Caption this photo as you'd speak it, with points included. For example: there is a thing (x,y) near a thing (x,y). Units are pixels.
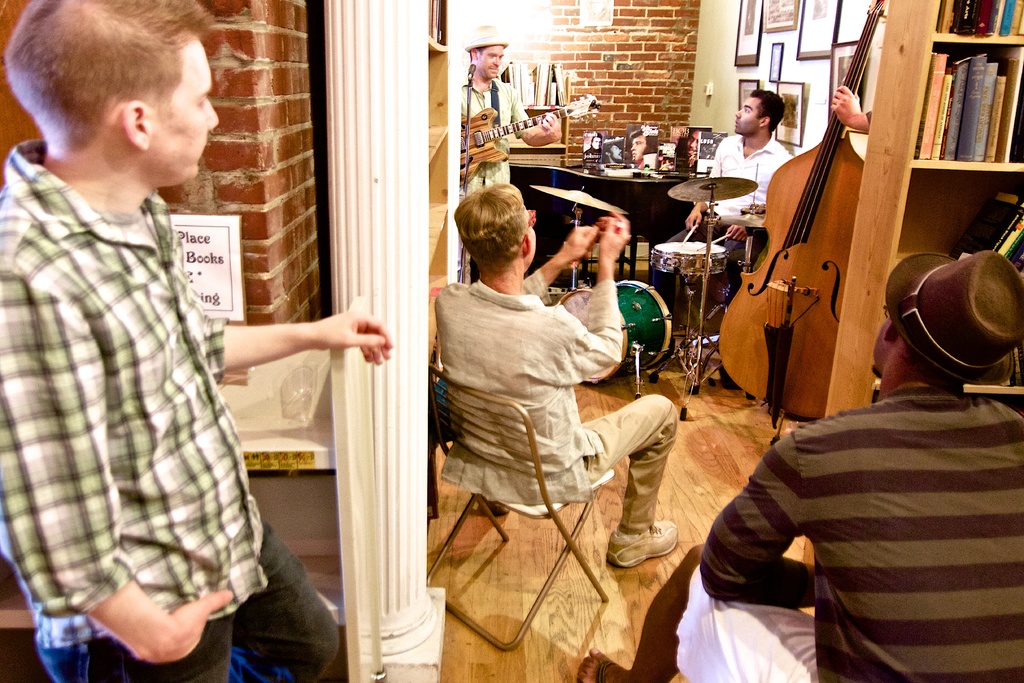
As we can see in the image there is a brick wall (650,36), photo frames (758,30) on wall (518,59) and two people (767,190) sitting on chairs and a musical drums (635,290) and this man (502,97) is holding guitar (558,114) in his hands (544,120) and in the front (239,251) there is a paper (230,277).
